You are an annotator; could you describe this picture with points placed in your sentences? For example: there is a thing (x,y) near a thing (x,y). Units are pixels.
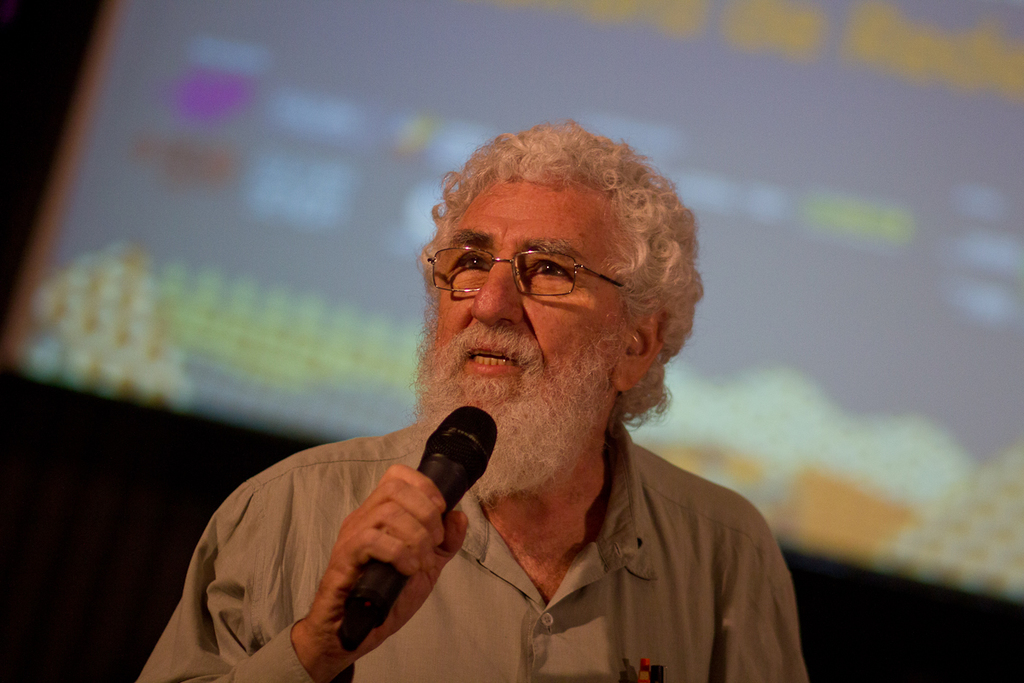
In the image there is a man (380,448) in the foreground (305,462), he is speaking something and the background of the man (397,447) is blur.
